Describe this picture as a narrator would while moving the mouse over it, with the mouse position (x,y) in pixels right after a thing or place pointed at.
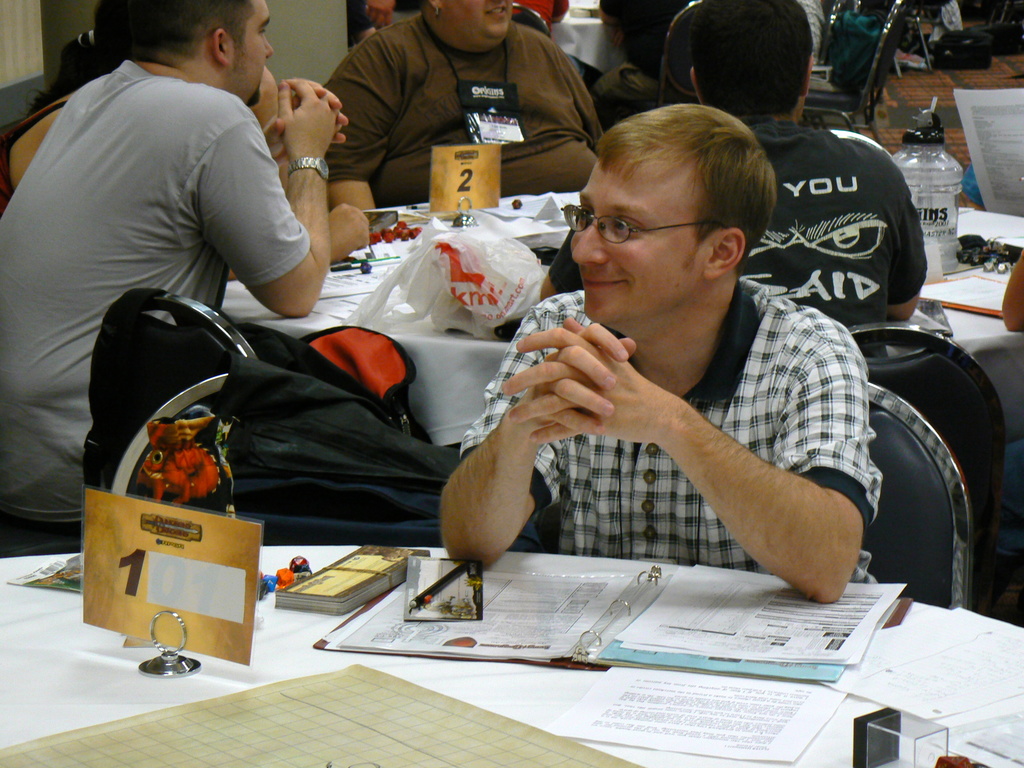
Here I can see a man (625,419) wearing a shirt (748,380), sitting on the chair (908,560) and smiling by looking at the left side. In front of this man (730,452) there is a table (87,695) which is covered with a white color cloth (93,677). On the table (31,652), I can see few papers (883,693). At the back of this man (598,401) there are some more people (625,96) are sitting on the chairs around another table (466,364), that is also covered with a white colored cloth (458,386). On the table (438,355) I can see a bottle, box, papers (507,217) and some other objects (467,239). In the top right (877,55) I can see few empty chairs (874,81) on the floor (902,84).
